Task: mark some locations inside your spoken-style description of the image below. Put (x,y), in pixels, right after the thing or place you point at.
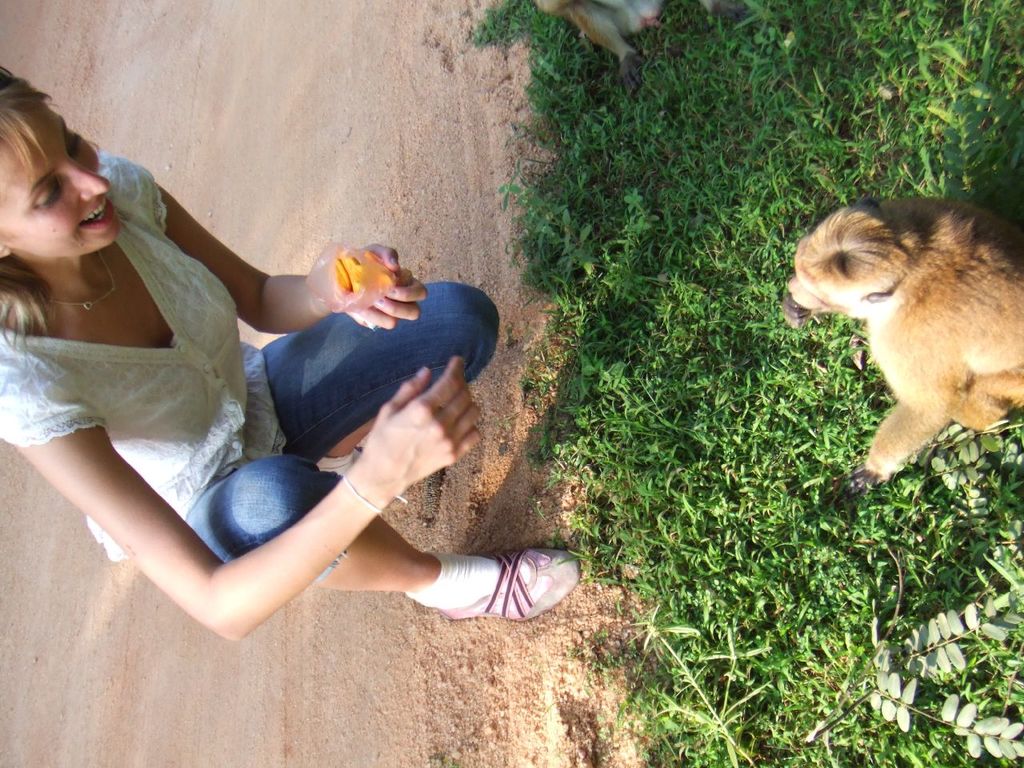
In this image we can see a lady (212,391) and she is holding an object (349,284) in her hand (364,297). There are few animals (889,335) in the image. There is a grassy land (972,589) in the image. There is a plant (955,616) in the image.
